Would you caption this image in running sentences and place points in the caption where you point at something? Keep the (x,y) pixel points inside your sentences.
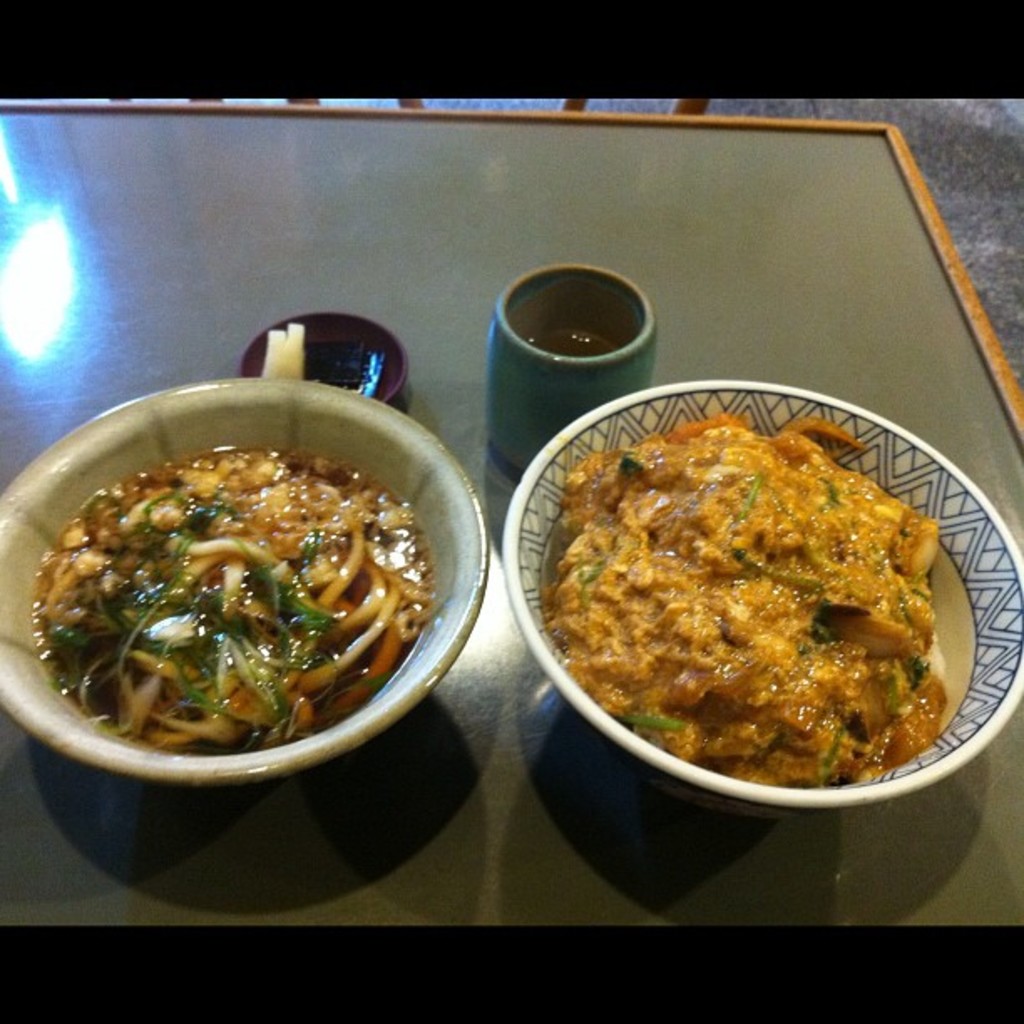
On a table (1022,450) there are 2 bowls (379,440) of food items (620,551). There is a glass (537,382) of drink (556,340).
